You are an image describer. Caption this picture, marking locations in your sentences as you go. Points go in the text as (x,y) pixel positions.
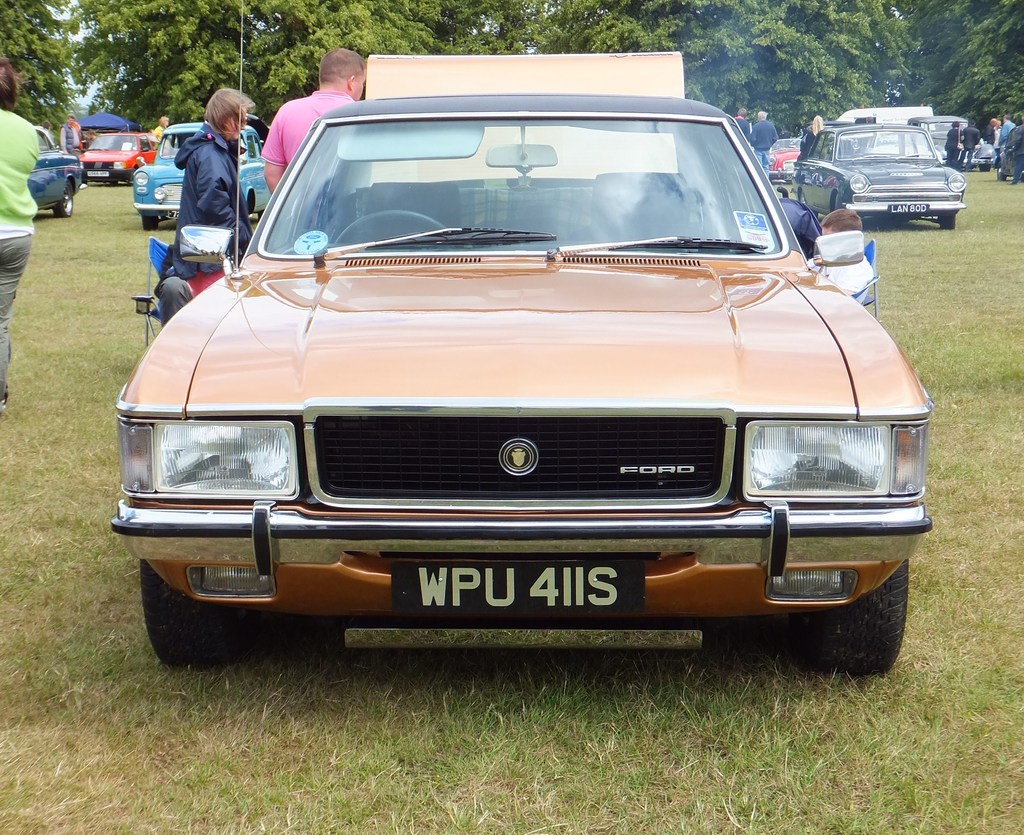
In this image there are cars (486,246) and there are persons (204,188) standing and sitting. In the front (391,756) on the ground (402,726) there is grass (850,746) and in the background (235,41) there are trees (94,63).
